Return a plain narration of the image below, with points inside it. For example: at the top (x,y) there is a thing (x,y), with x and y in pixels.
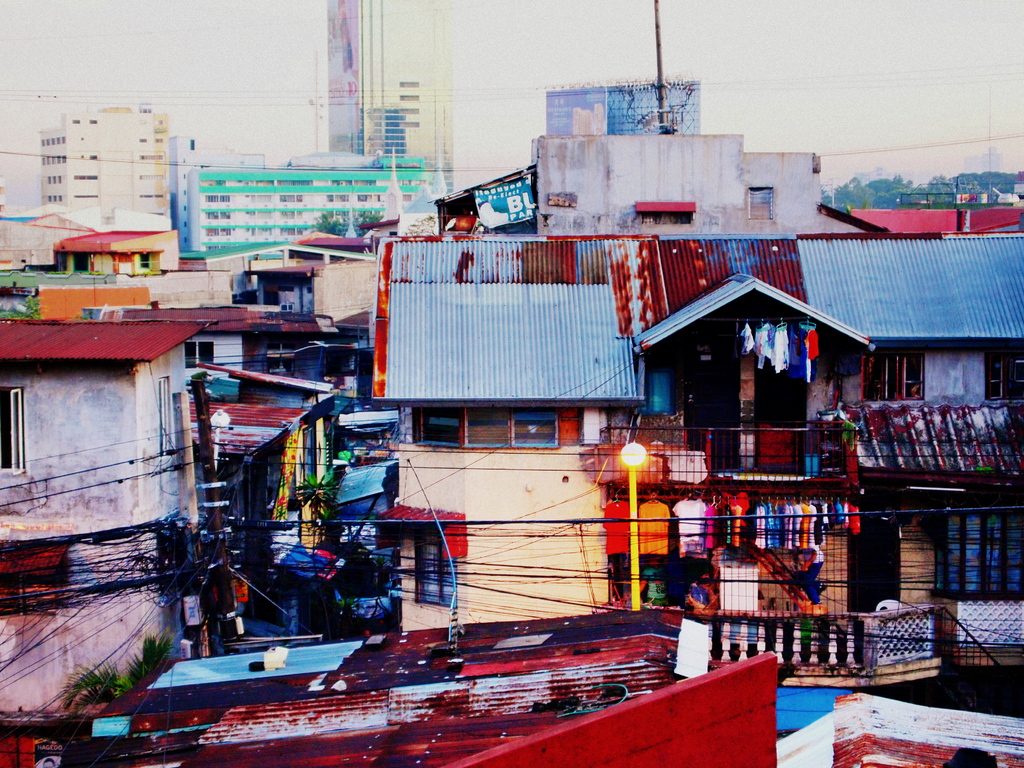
In this picture we can see buildings (594,732) with windows (144,178), wires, poles (659,69), hoardings (608,105), clothes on hangers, trees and some objects (290,545) and in the background (242,43) we can see the sky (973,86).
